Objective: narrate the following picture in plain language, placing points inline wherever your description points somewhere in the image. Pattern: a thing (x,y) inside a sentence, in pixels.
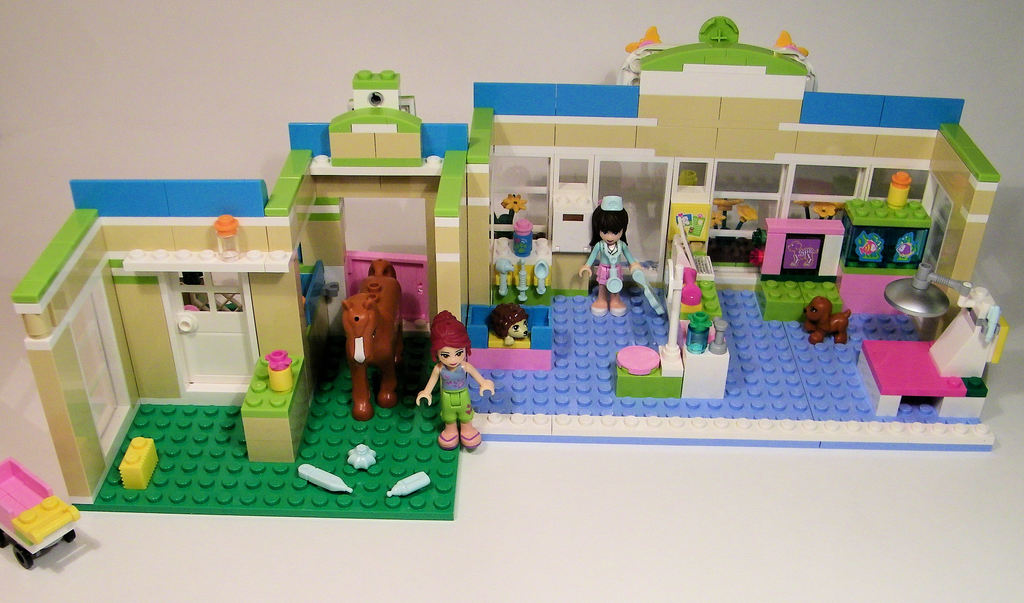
In this image I can see a toy house (300,293), person (440,349), animals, table (705,307) and other objects (707,322) may be kept on the floor (554,500). This image is taken may be in a hall (670,33).
